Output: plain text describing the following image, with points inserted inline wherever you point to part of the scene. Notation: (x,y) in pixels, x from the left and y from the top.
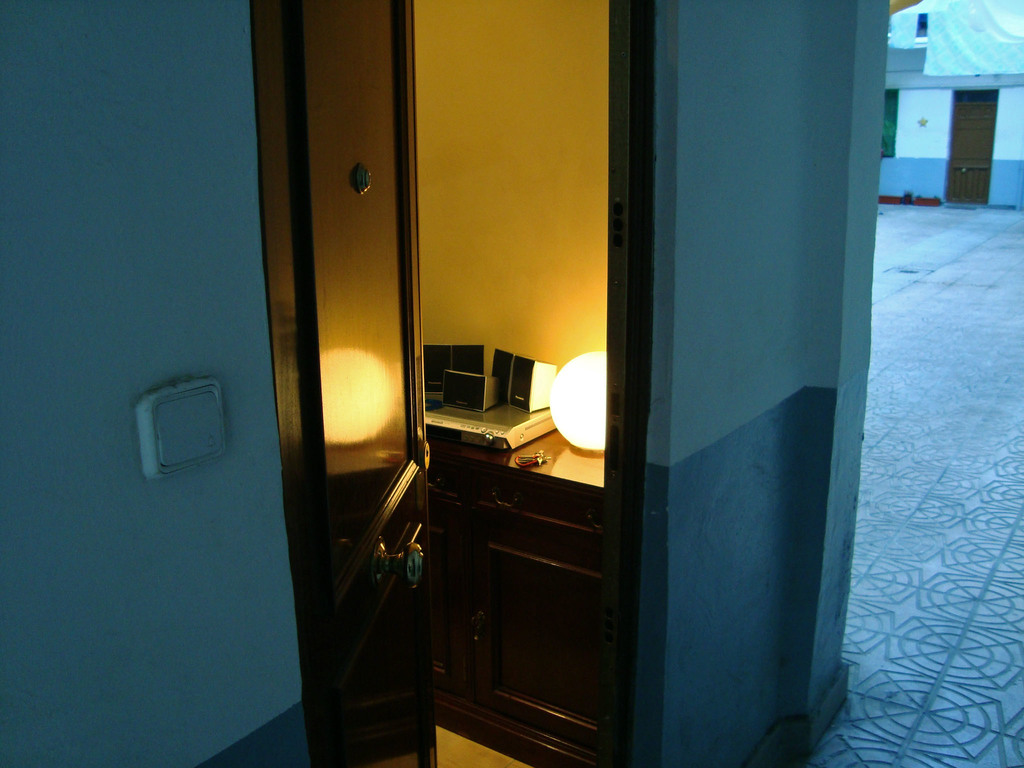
In this picture i can see a room (454,496) with a light (565,424) and a DVD player (480,418) with speakers (493,379) on the cupboard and a wooden door (310,306) and i can see a house (953,140) on the right side (999,131).
